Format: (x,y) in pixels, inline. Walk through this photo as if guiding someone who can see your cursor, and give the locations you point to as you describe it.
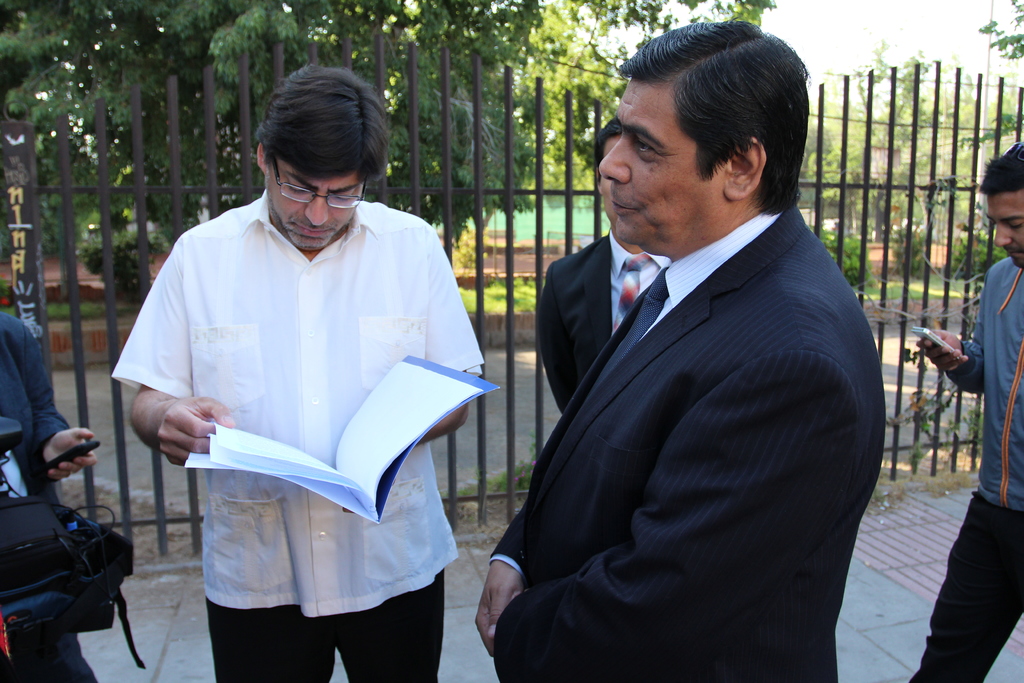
In this Image I see 5 persons (1012,245) who are on the path (202,658) and this man (265,572) is holding a file (486,383) in his hand (176,420) and I see that these 2 are wearing suits (779,643), I can also see a bag (48,570) over here. In the background (998,136) I see the fence (971,181) and the trees (244,48).
